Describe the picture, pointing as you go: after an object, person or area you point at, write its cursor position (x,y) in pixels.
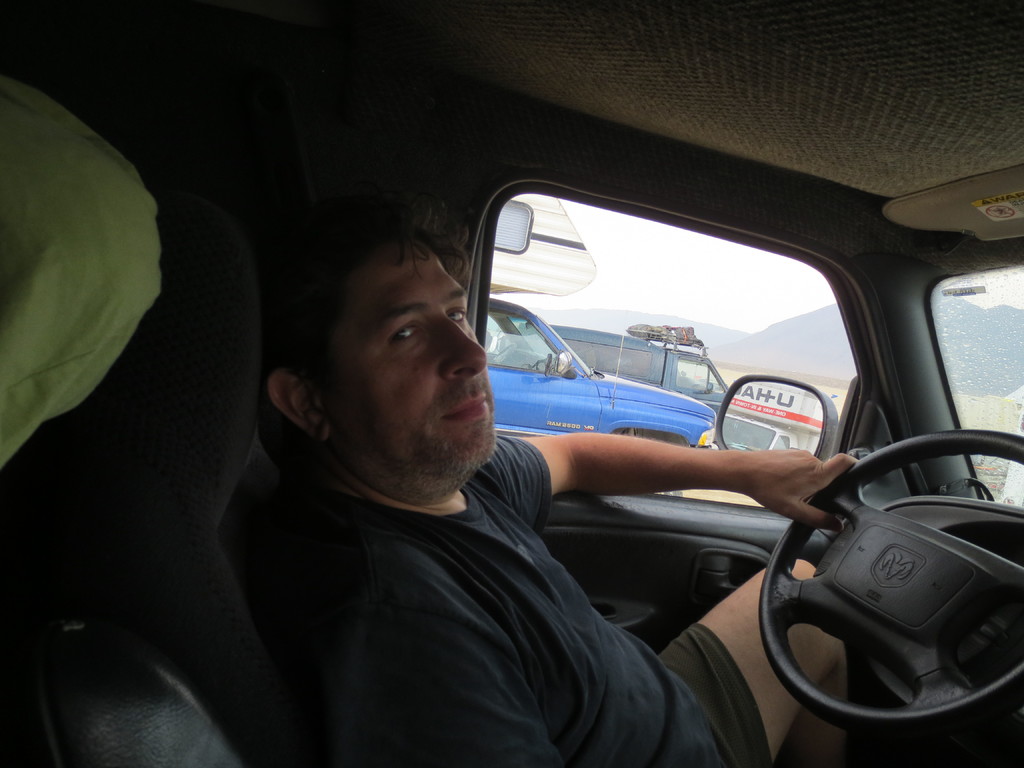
The person (501,637) wearing black dress (512,654) is sitting in a car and there are two cars (633,414) beside him.
